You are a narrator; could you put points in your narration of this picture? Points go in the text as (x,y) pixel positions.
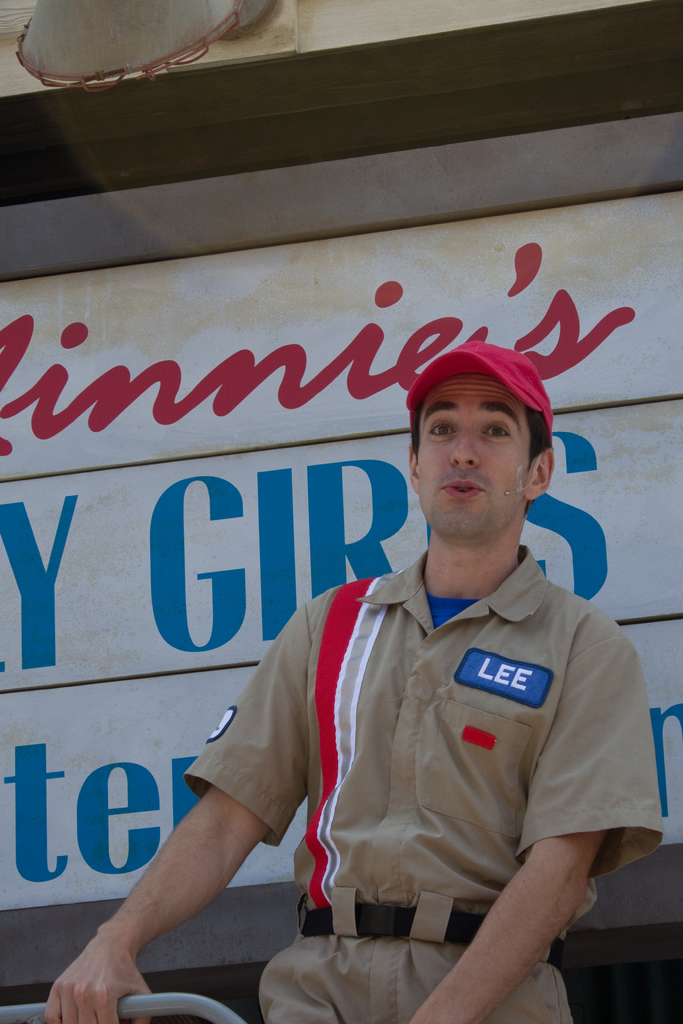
In this picture I can see a man (132,978) standing and holding an iron rod (17,1016), and in the background (215,333) there is a board (214,329) and an object (208,42).
